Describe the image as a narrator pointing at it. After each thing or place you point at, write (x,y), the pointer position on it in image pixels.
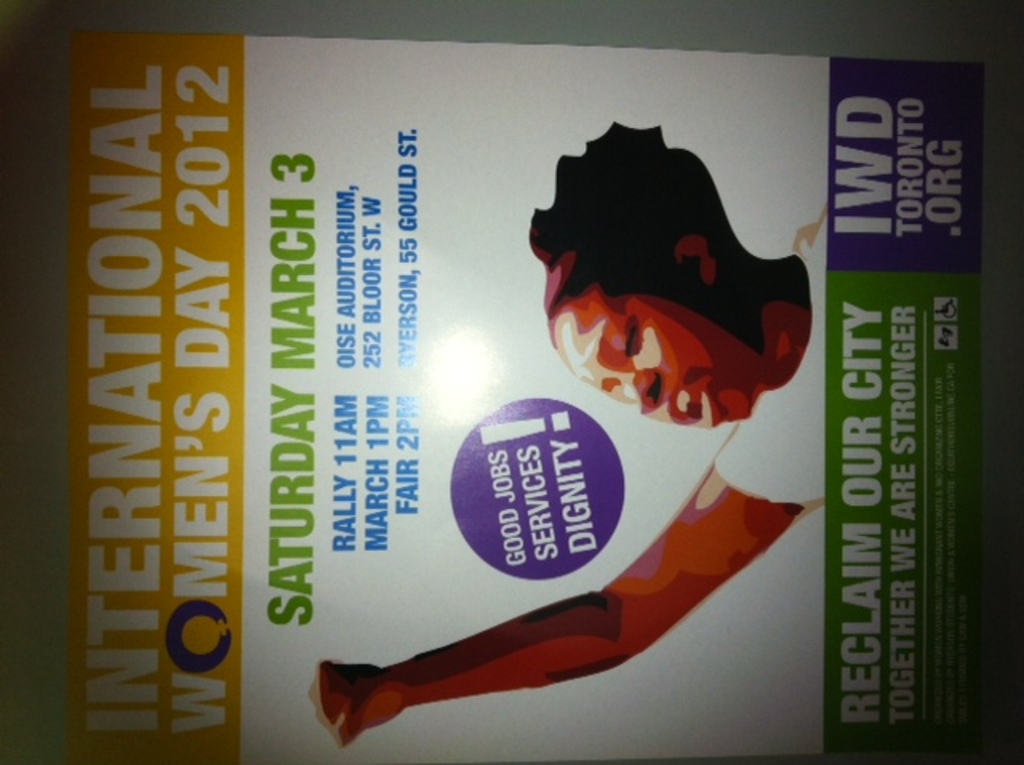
In this picture I can observe a cover page (221,544). There is a woman (678,297) on this cover page (543,597). I can observe some text (202,201) which is in white, green and blue colors.
